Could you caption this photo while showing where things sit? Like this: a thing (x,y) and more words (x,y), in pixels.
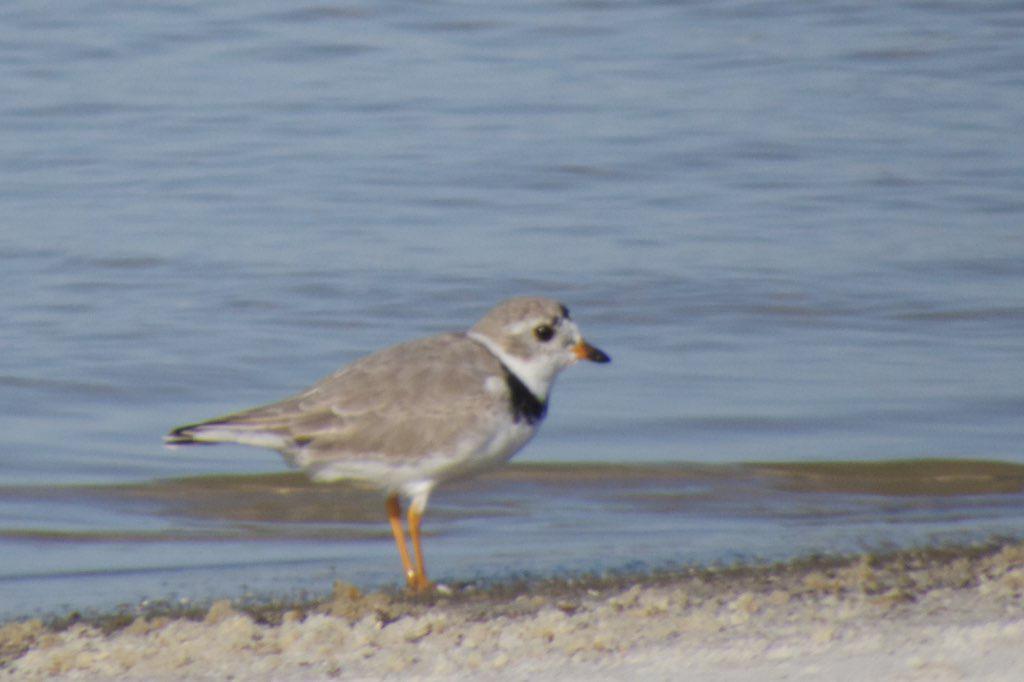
In this image, we can see a bird (370,390). At the bottom (644,663), there is a ground (828,628). Background (20,309) we can see the water (489,276).
